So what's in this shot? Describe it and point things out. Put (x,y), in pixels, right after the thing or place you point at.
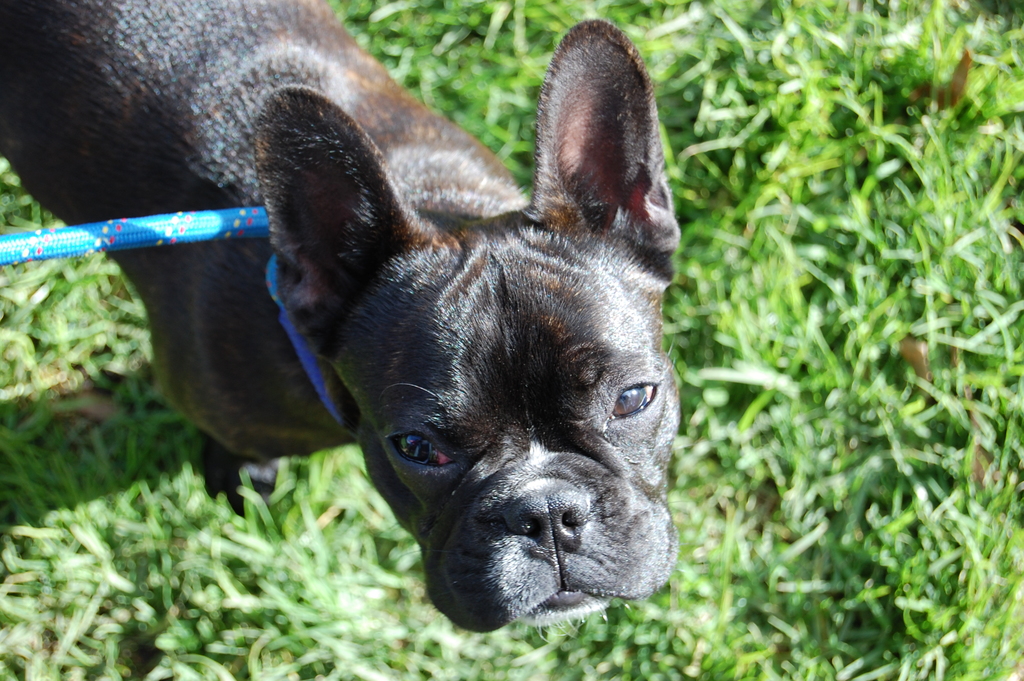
In this image we can see a dog (441,300) with a leash (135,244) on the grass (304,492).
